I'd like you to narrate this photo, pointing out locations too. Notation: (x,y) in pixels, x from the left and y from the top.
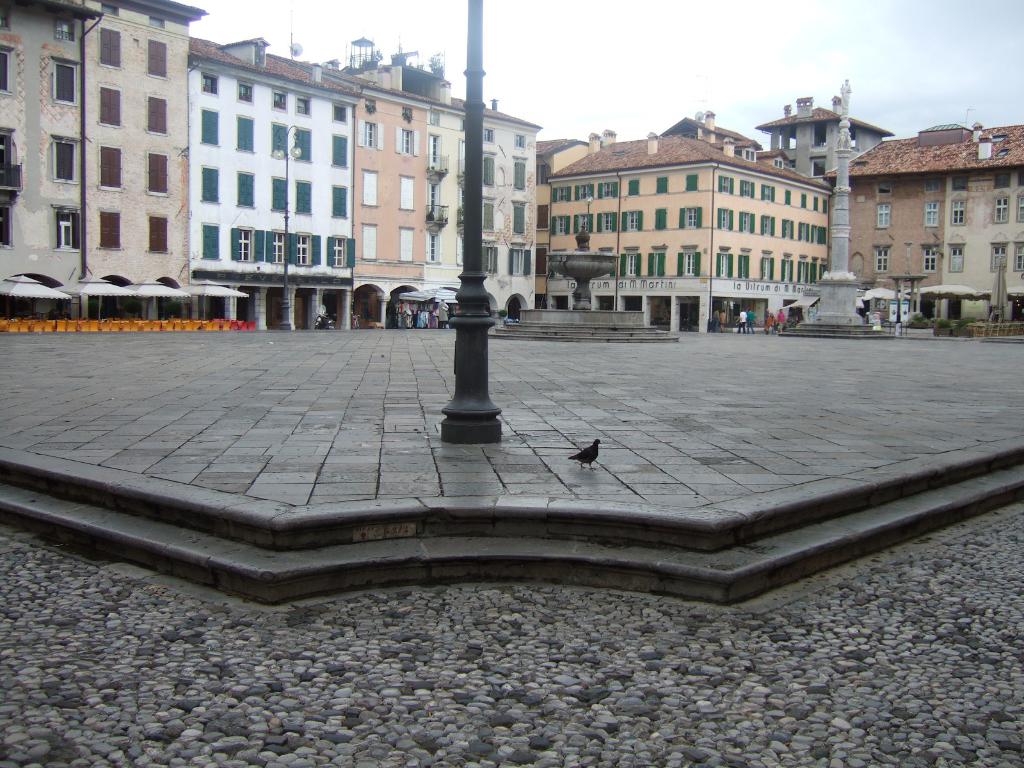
In this picture i can see a pole (464,224) and a bird (598,442). In the background (721,291) i can see buildings (595,231), people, poles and sky (651,5).
